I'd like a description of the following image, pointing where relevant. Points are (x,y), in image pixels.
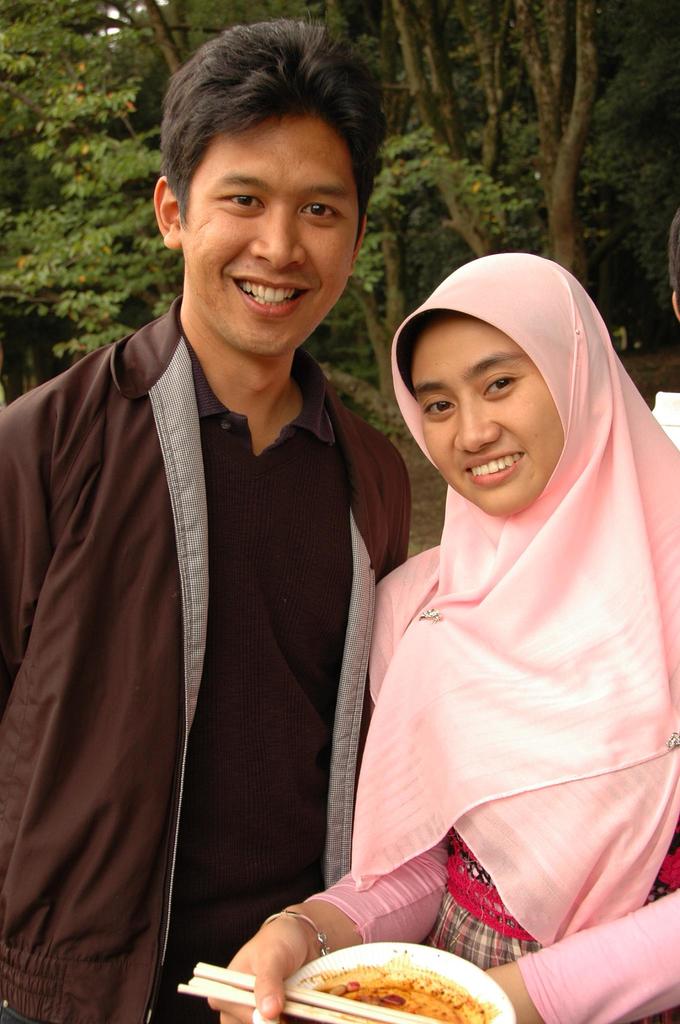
In this image I can see two people (466,518) standing one man (403,539) and a woman (497,404), woman (491,952) is holding a food plate (393,974) in her hand (326,941).
